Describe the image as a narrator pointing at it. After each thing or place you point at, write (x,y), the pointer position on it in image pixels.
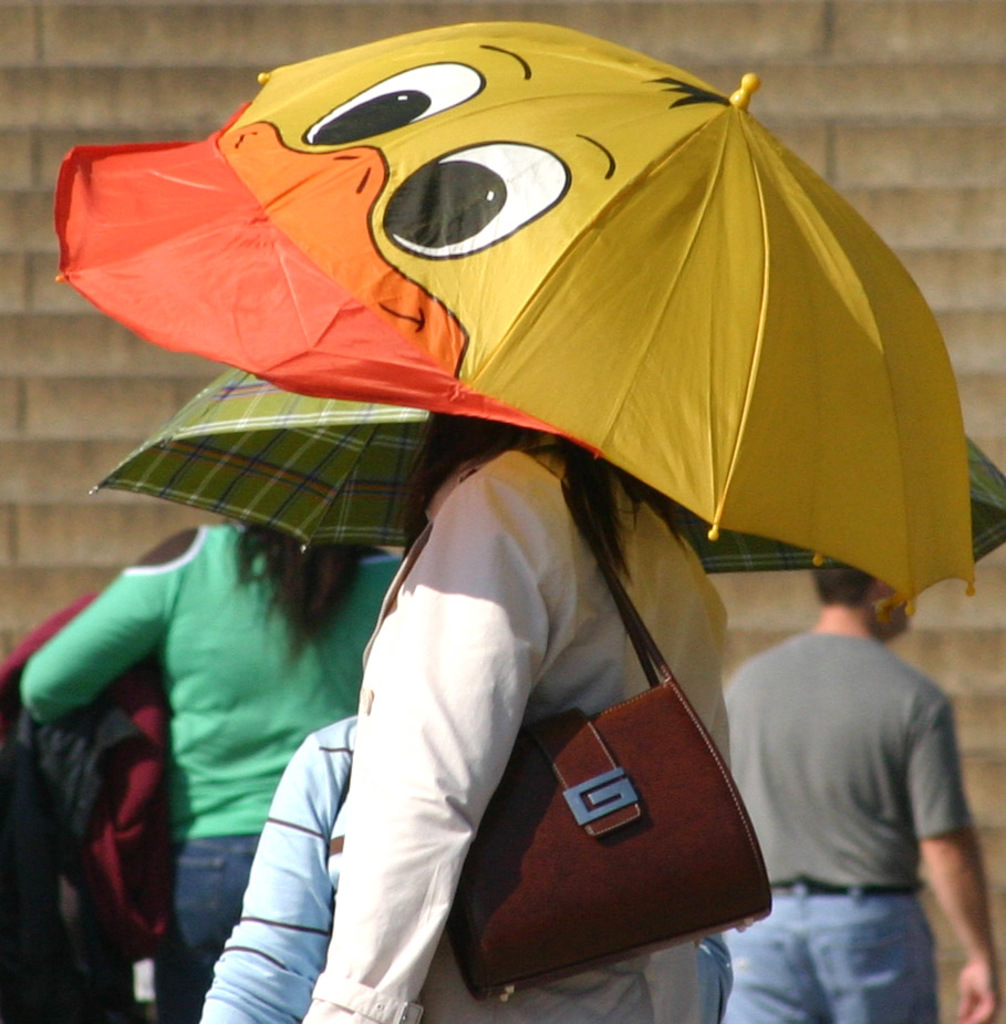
In this picture we see a woman (557,455) standing and holding a umbrella (826,193) with a handbag (472,909) and we see a man (753,733) walking and a woman (261,536) standing.
